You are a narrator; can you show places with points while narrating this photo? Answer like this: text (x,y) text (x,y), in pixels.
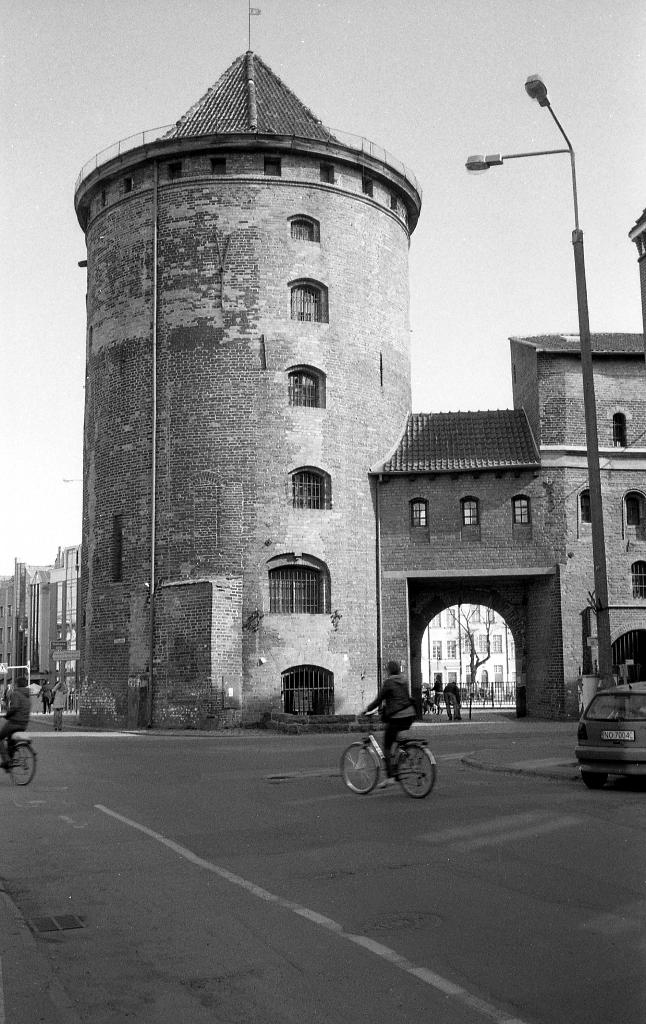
This picture is of outside. On the right (622,690) there is a Car (588,725) and a street light pole (593,399). In the center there is a person (392,740) riding bicycle (414,784) on the road (253,855). In the background (364,282) we can see the sky (420,76) and the buildings (174,531).
